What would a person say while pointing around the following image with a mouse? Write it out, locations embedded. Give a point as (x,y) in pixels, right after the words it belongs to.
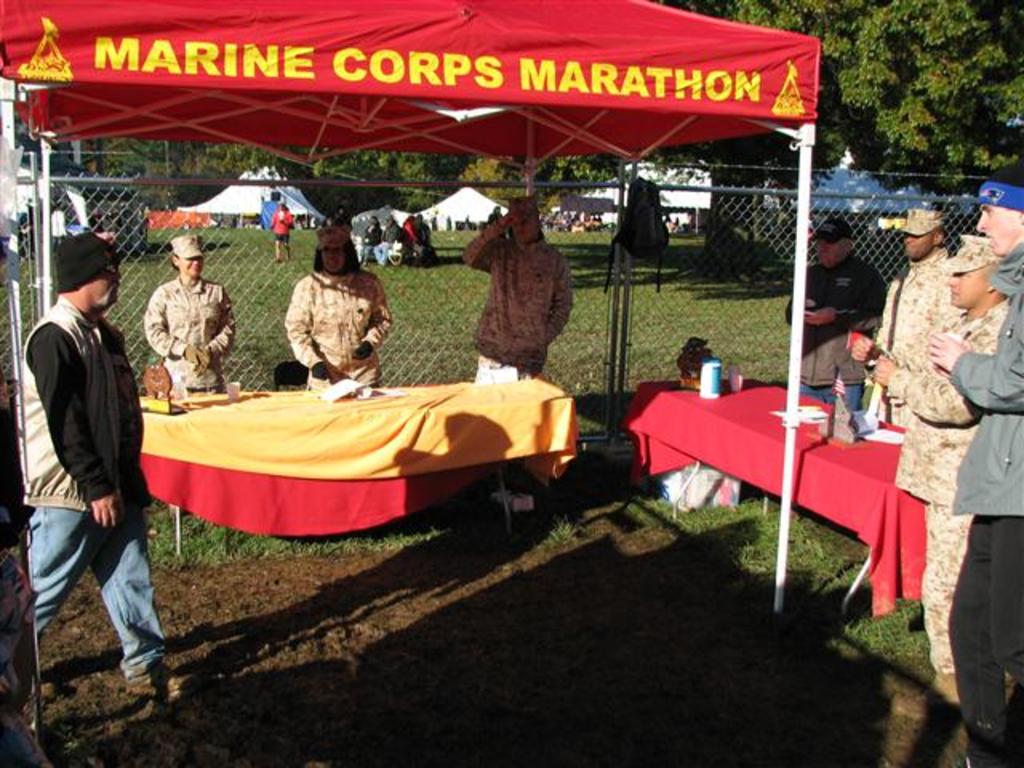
In this picture there are people (105,253) and we can see objects (166,398) on tables (395,384), tent (589,74) and mesh (731,282), through this mesh (724,286) we can see grass (432,277) and people (409,248). In the background of the image (915,93) we can see tents (250,192) and trees (688,155).
